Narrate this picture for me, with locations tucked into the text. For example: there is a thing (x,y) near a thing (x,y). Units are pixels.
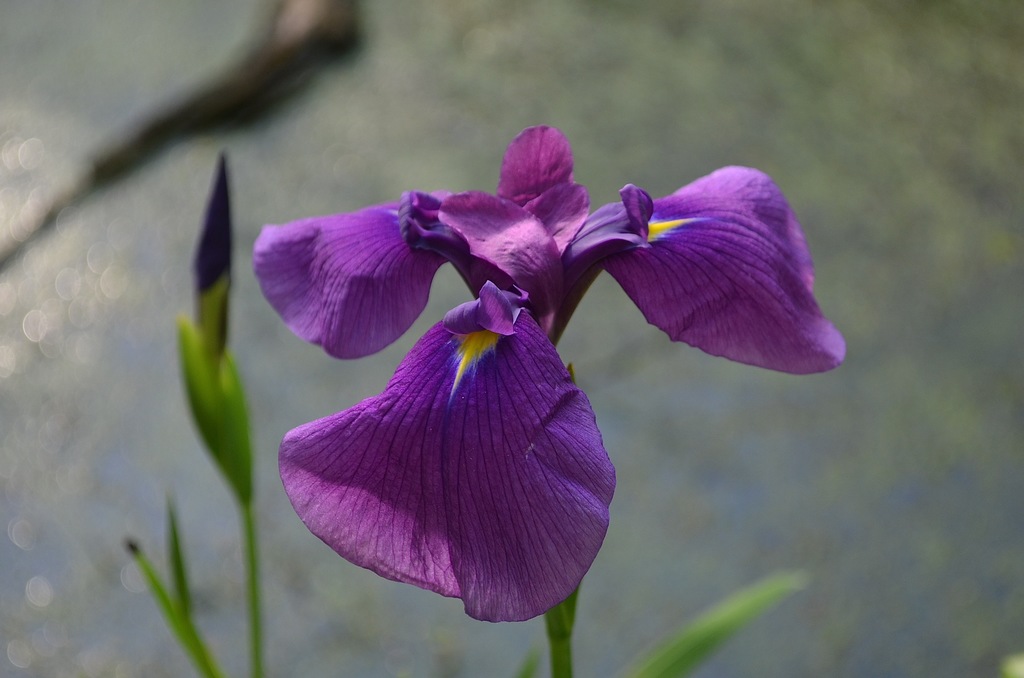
In this picture I can see a plant (306,322) with a flower (578,217) and a bud (205,346), and there is blur background (302,594).
